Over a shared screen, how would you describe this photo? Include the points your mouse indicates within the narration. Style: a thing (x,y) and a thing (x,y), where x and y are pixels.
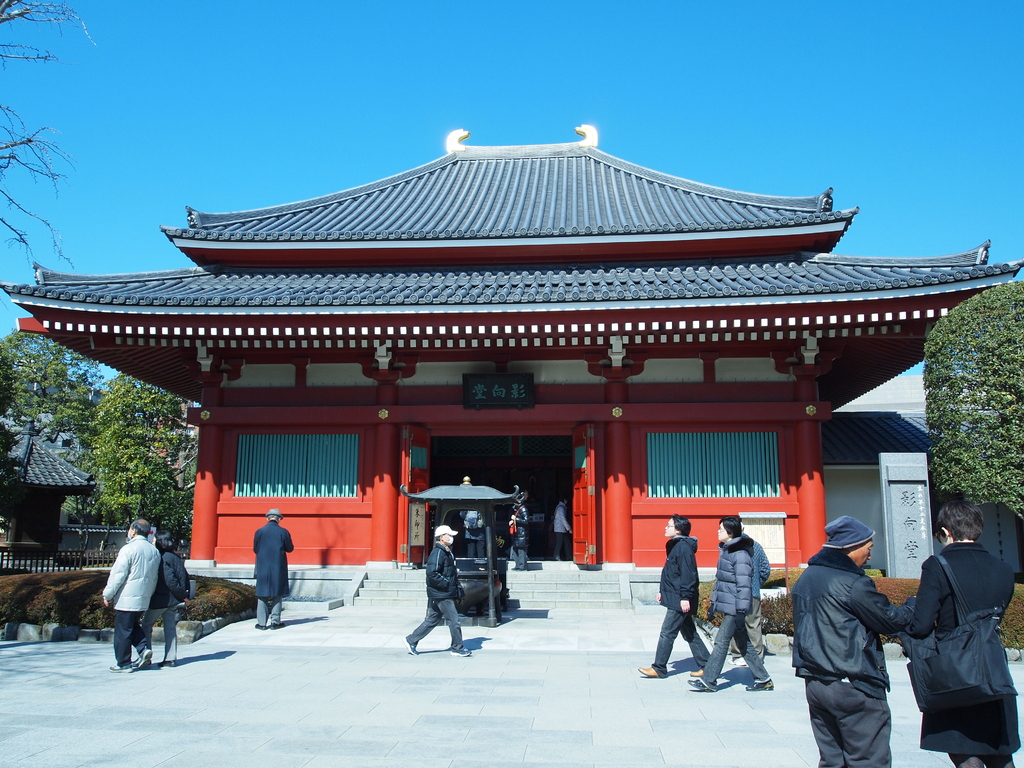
In this picture we can see some people (272,595) are standing and some people (169,599) are walking, there is a house (586,391) in the middle (550,369), on the right side (988,385) and left side (116,441) there are trees (1016,386), we can see the sky (543,55) at the top of the picture (552,59).
